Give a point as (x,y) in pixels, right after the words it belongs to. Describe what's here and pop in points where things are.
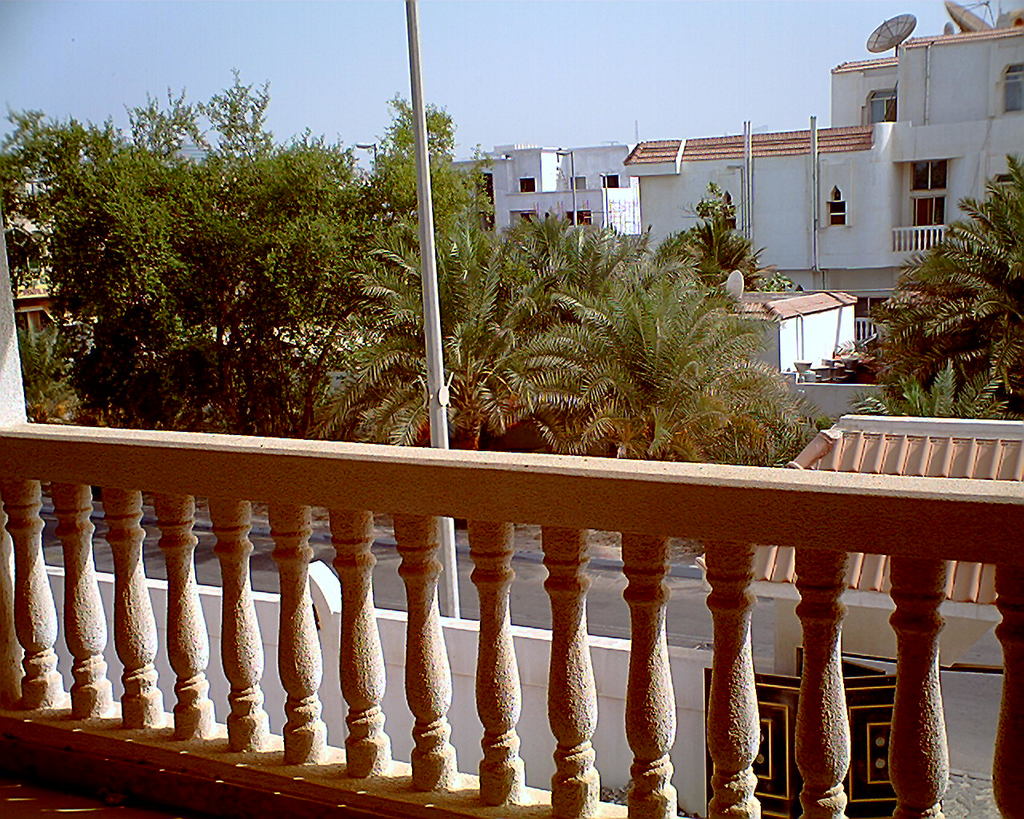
In this picture I can see the railing (352,562) in front (733,598) and I see the buildings (884,153) and trees (524,269) in the middle of this image (398,308) and in the background (511,63) I see the sky (300,48).
